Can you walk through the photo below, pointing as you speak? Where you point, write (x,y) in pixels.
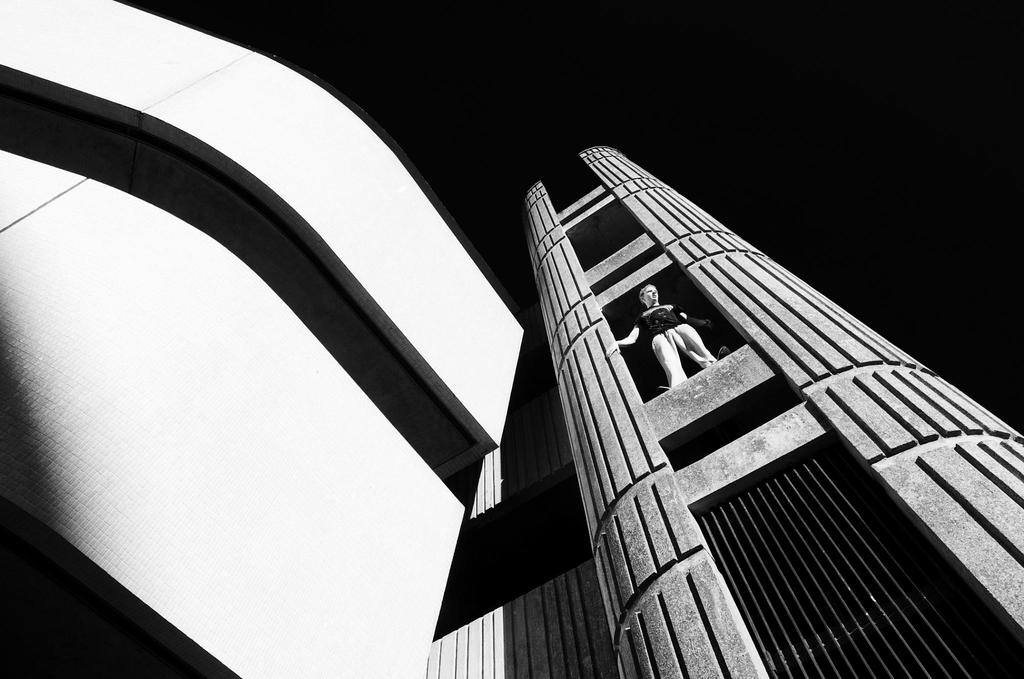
In this picture we can see buildings (573,534), there is a person (677,357) standing in the middle (677,353), we can see a dark background (991,105).
